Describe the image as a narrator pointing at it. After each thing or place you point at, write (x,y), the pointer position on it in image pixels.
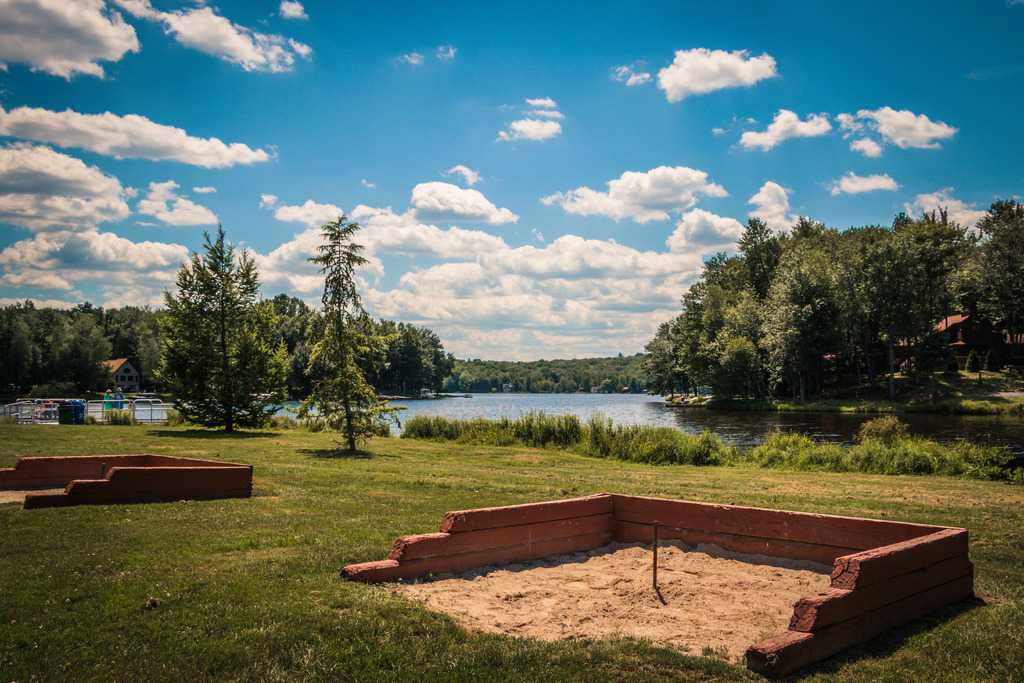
In this picture I can observe a lake (537,408) in the middle of the picture (465,398). I can observe some grass (287,552) on the ground (341,470). In the background (108,332) there are trees (158,344) and some clouds (442,211) in the sky (429,147).
